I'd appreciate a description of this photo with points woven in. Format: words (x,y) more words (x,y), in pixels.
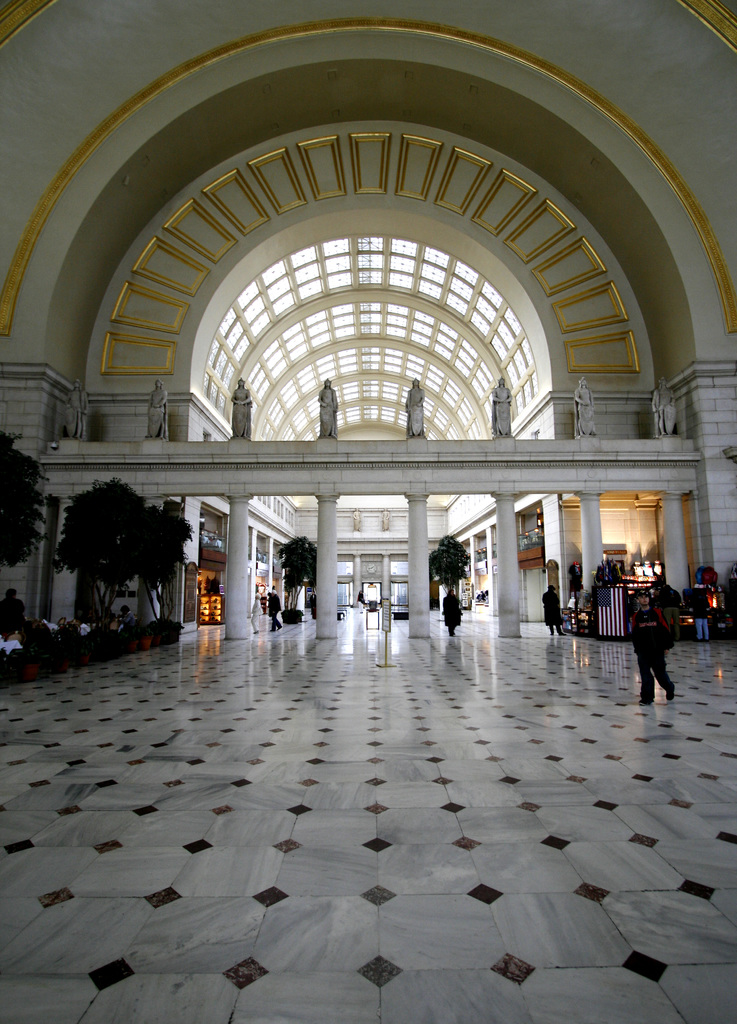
I can see this is an image of inside view of a architectural building (338,250). There are sculptures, trees (169,535), group of people (131,620) sitting and few people (661,646) walking.
